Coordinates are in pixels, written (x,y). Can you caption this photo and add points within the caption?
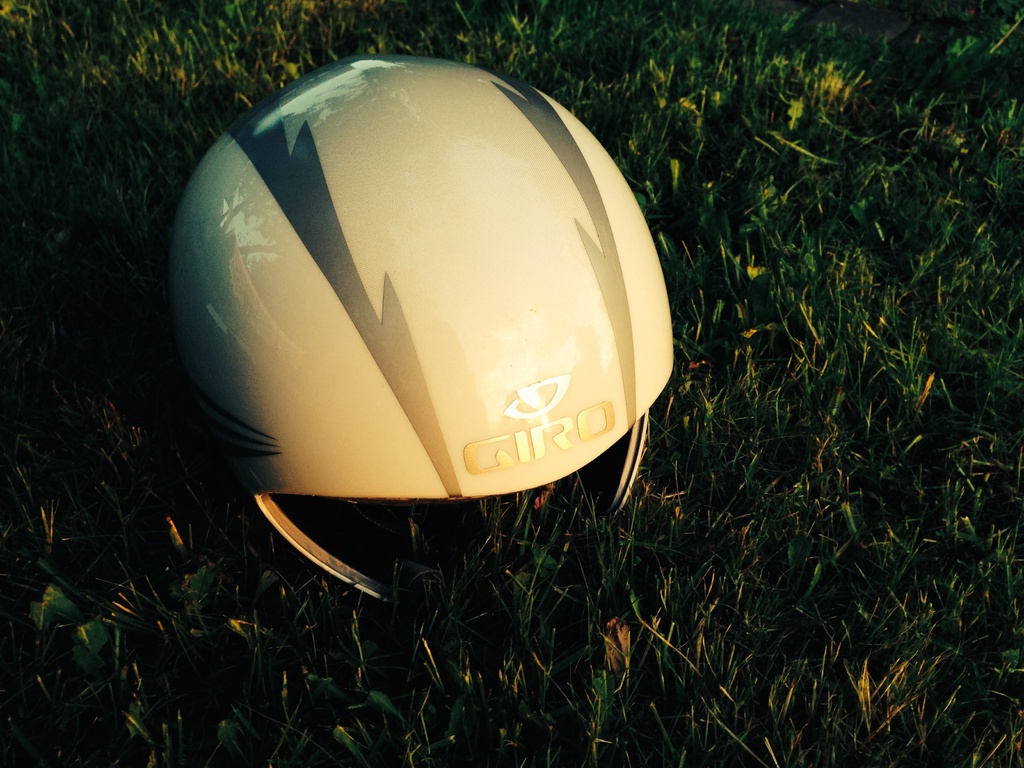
Here we can see a helmet (624,288) on the ground (97,77) and this is grass (584,665).
